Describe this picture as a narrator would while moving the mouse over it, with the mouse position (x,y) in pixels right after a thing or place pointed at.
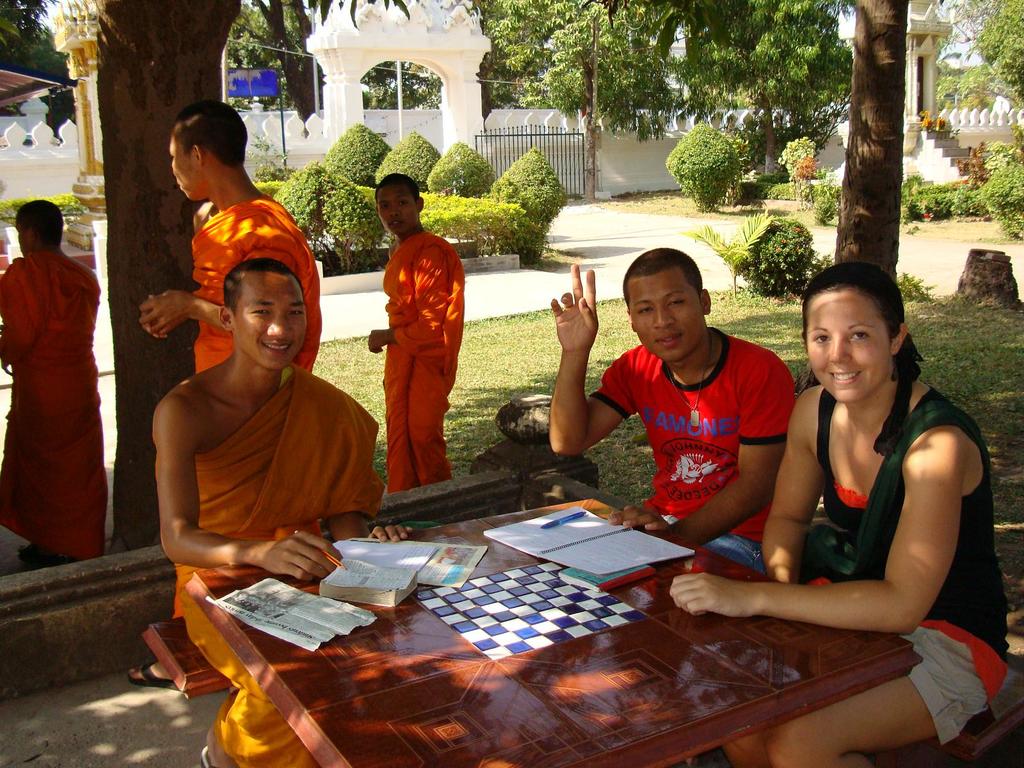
These three people (575,386) are sitting and smiling, this man (400,529) holding a pencil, in front of these three people (795,487) we can see books (407,580), pen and paper (351,612) on the table (462,660). These three people (423,260) are standing and we can see grass (463,422) and plants (754,231). Background (327,193) we can see plants (774,249), trees (835,95), wall (628,133) and gate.
